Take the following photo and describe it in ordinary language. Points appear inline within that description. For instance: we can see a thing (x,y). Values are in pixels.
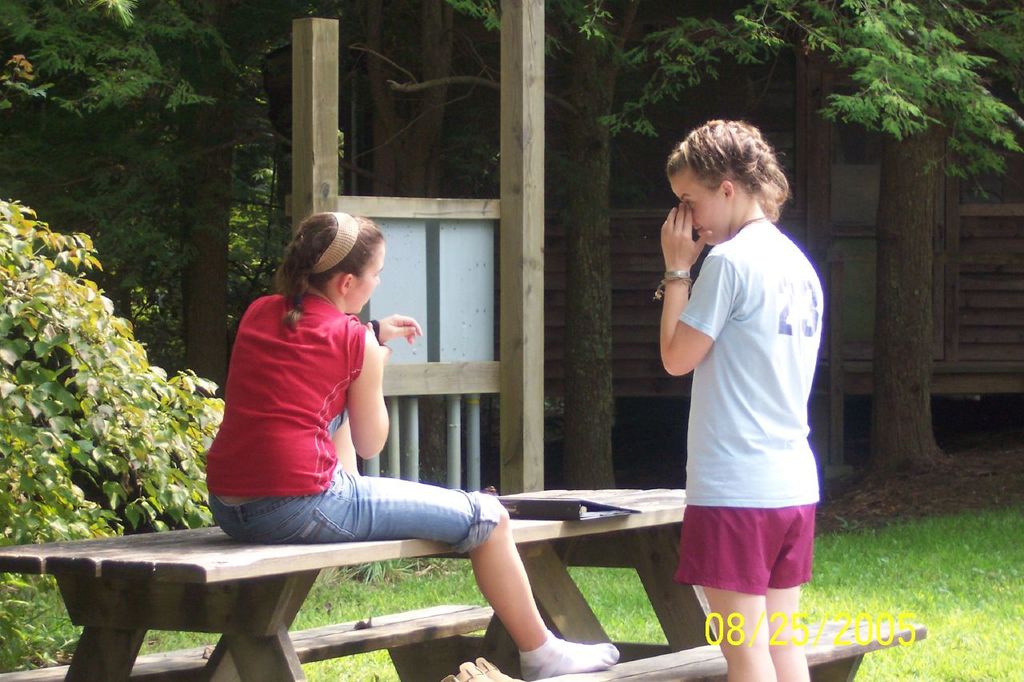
This picture is taken outside. In this picture there are two girls (718,451), one girl (477,554) sitting on the bench (531,568) and another girl (756,454) standing beside it. In the background (397,100) there is a tree (239,64) and a plant (199,473).
